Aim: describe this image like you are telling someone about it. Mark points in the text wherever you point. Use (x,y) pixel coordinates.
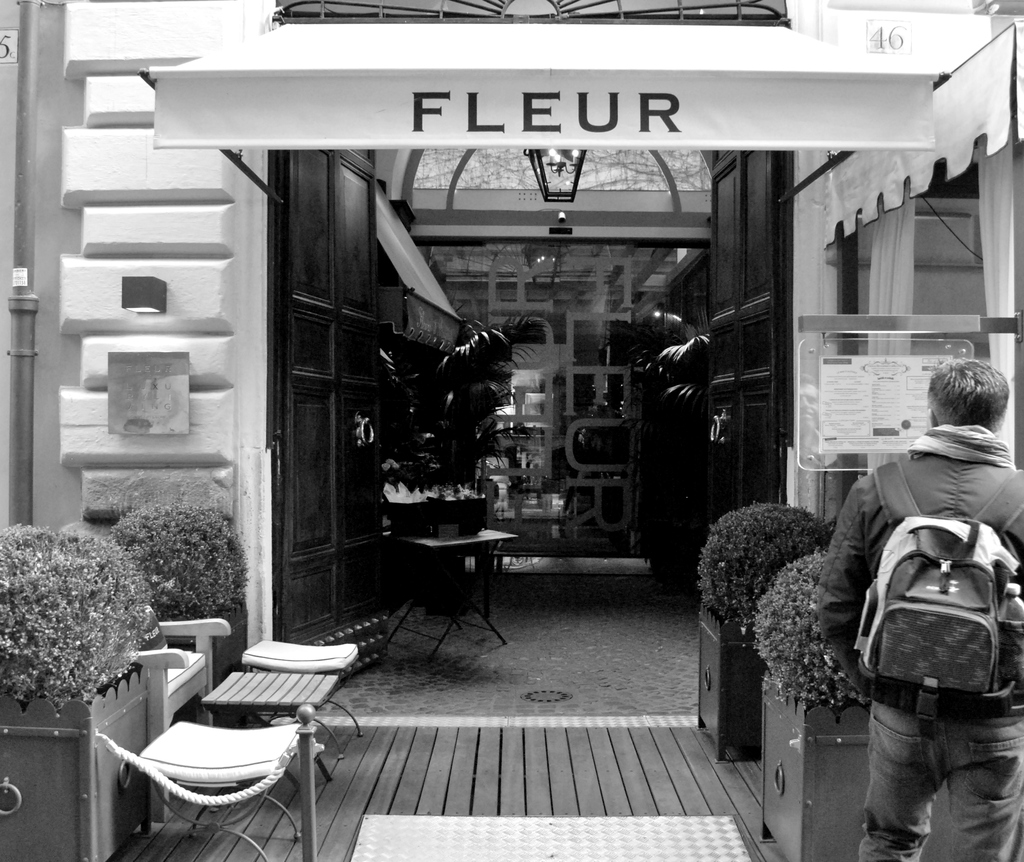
This is a black and white picture. Here we can see a man (949,507) who is carrying his backpack (937,620). These are the plants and there are chairs (318,652). This is building (206,404) and there is a board (525,56).
